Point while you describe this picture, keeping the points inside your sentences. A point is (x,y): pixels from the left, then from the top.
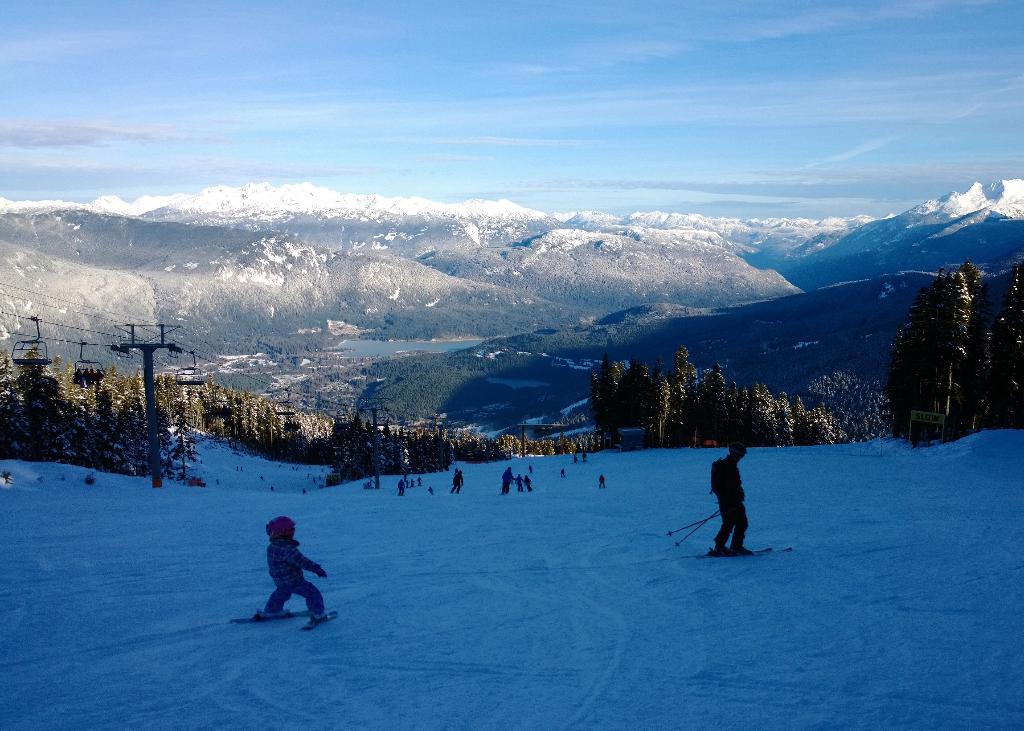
In the image there are few people (507,478) skiing on the snow (583,512), in the back (188,406) there are trees (231,420) and over the whole background (998,218) there are hills (360,248) covered with snow (855,228) with a lake (396,349) in the middle (418,348) and above its sky (522,103) with clouds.
